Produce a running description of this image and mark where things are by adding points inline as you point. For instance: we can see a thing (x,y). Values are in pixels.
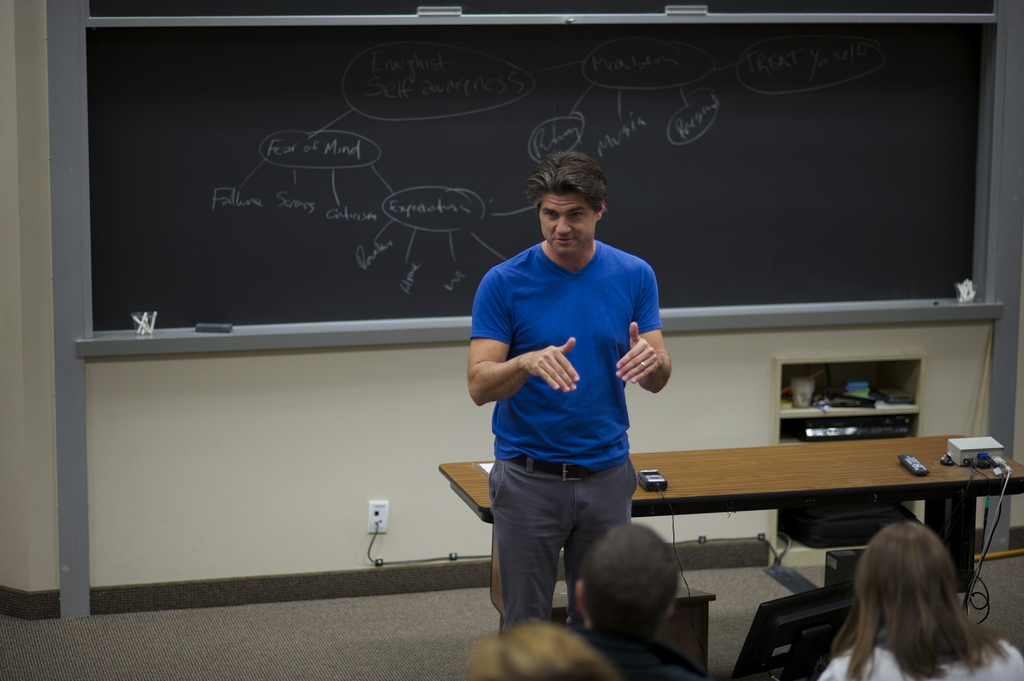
In this image, we can see a person (616,322) wearing clothes (553,492) and standing in front of the table (695,470). There are some persons (913,571) in the bottom right of the image (918,590). There is board (309,308) in the middle of the image (409,248).
